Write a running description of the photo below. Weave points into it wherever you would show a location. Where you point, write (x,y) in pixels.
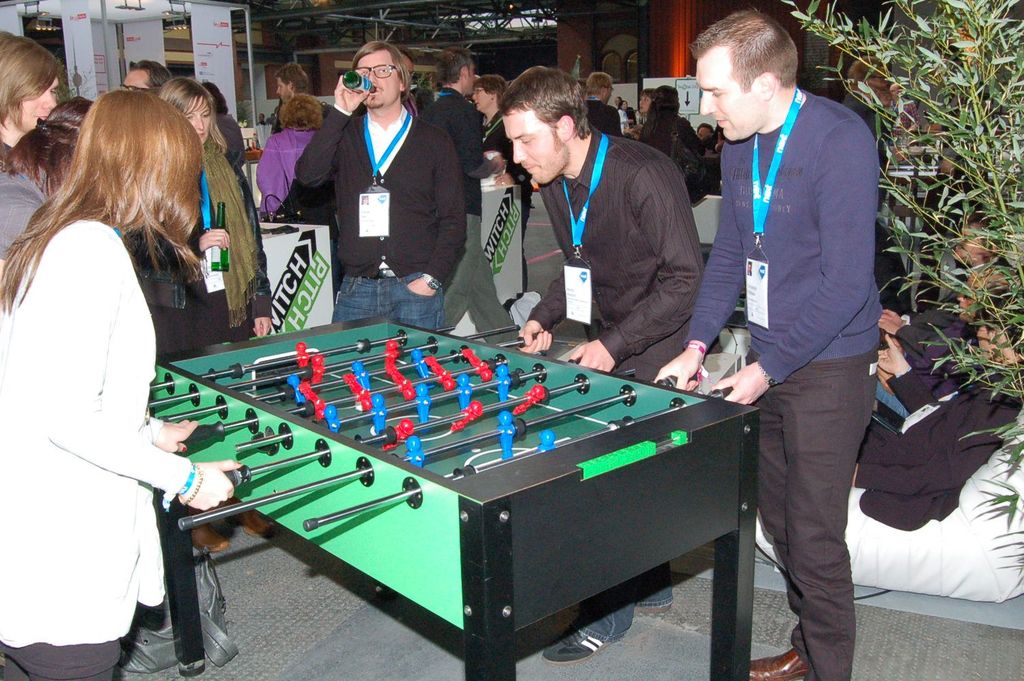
In this image there is a game table (438,513). People (193,420) are playing the game. There are other people (22,222) standing in the background (9,230). There is a tree (921,198) on the right side (1020,286).
